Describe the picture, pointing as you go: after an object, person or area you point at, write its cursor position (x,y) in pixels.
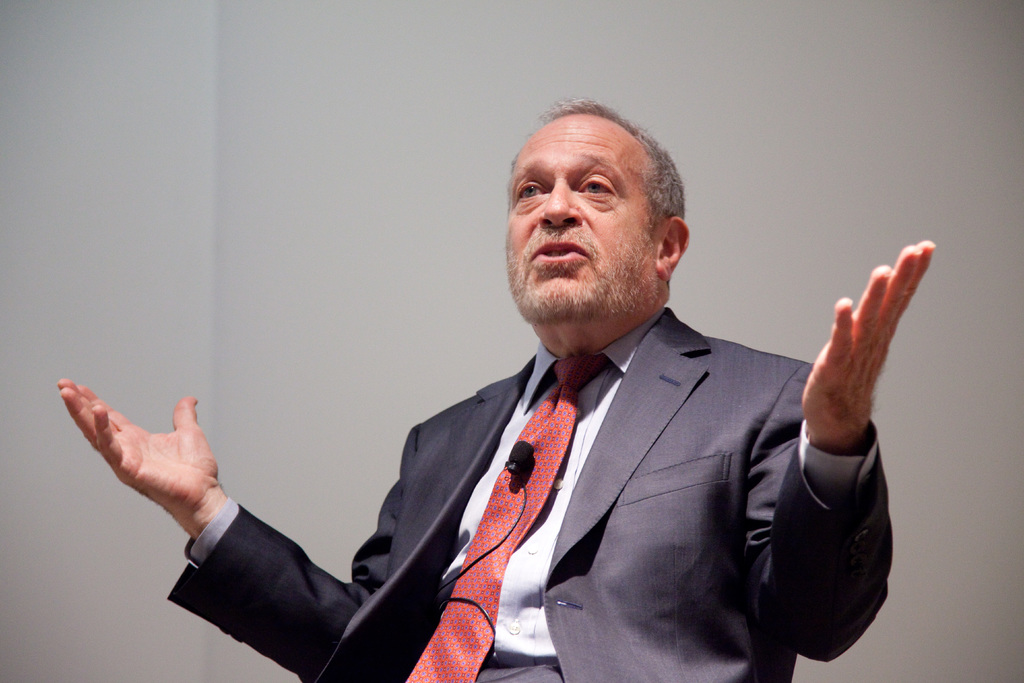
In this image we can see a man (543,460) wearing a microphone (517,491). On the backside (378,239) we can see a wall (295,263).
